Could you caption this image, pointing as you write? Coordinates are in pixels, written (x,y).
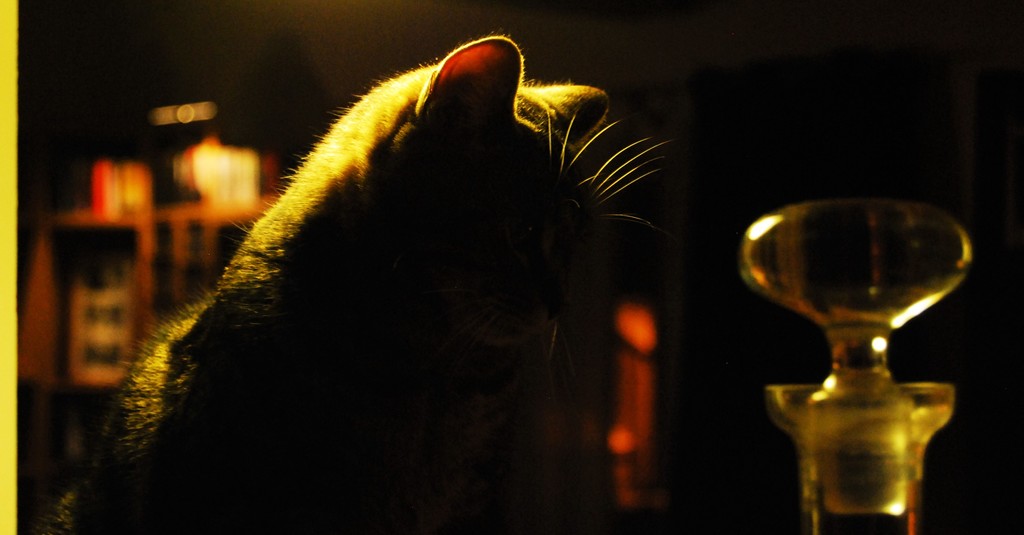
This image consists of a cat (516,334). On the right (840,320), there is a bottle (897,396). The background (1006,89) is too dark.
